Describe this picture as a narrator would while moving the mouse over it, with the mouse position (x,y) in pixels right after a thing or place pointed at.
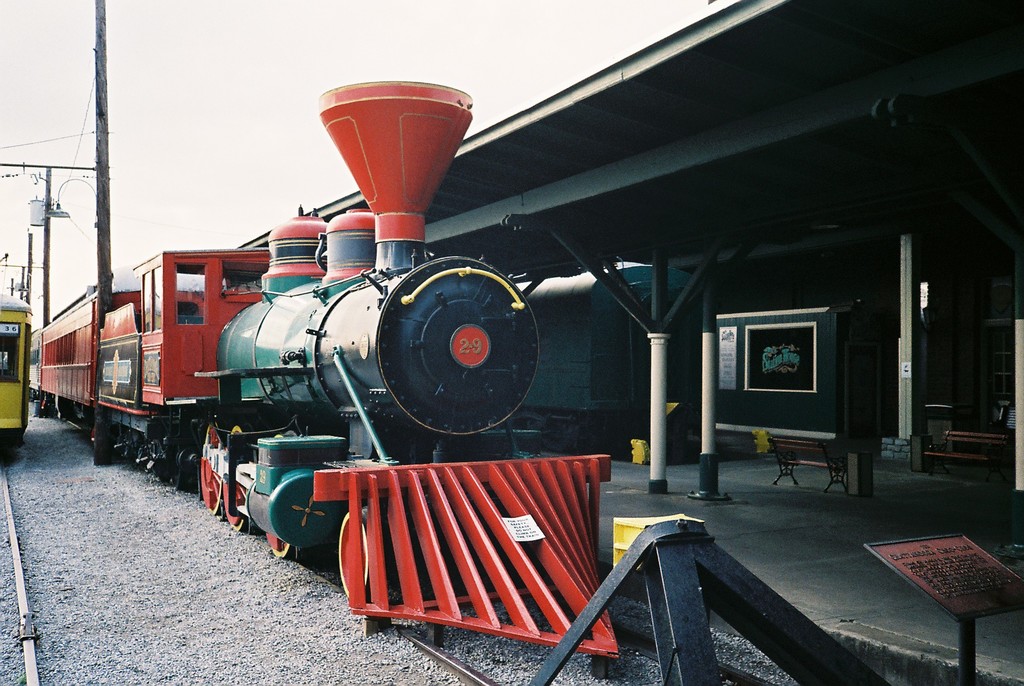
In this picture I can see trains (320,314) on the railway tracks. I can see the platform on the right side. I can see clouds (239,95) in the sky (138,139).
